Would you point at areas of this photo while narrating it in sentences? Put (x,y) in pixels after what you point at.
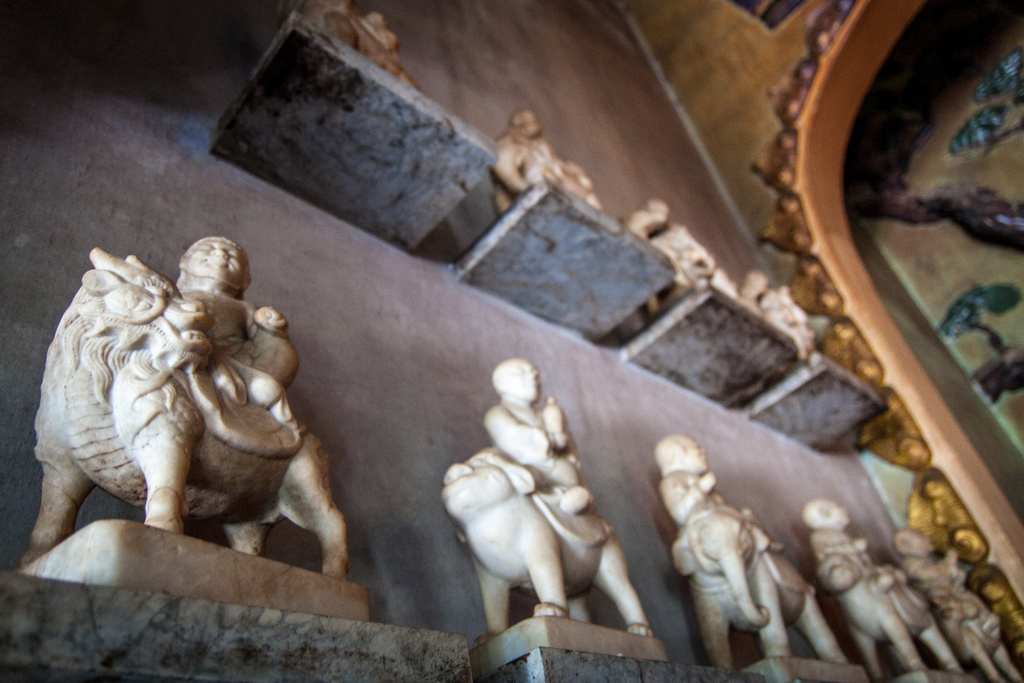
In this image there are idols (117,352) kept on the shelves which are attached to the wall (467,290) having sculptures (803,235).
